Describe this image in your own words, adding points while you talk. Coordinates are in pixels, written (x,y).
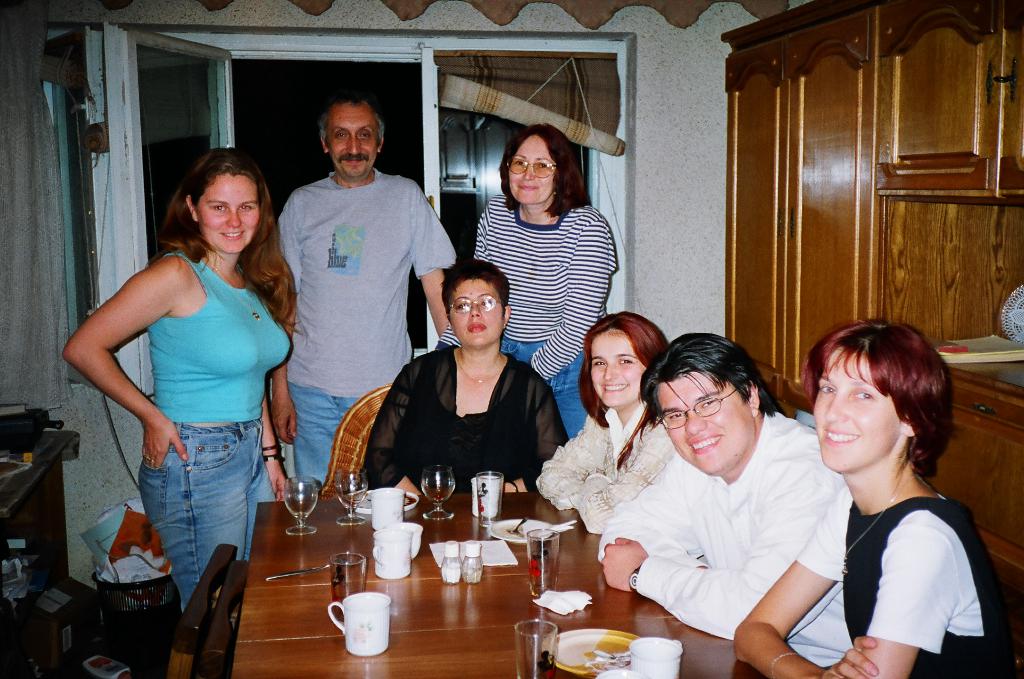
In the center of the image (412,380) there are four people (852,553) sitting around a dining table (549,620) behind them there are three people (414,202) standing. In the background (408,165) there is a door (484,129) and a curtain (539,123). On the left side of the room (156,607) there is a bin (118,615). On the right side (871,136) there is a cupboard (845,37). There are glasses (540,676), cups (357,650), spoons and plates (587,656) placed on the table (590,608).
